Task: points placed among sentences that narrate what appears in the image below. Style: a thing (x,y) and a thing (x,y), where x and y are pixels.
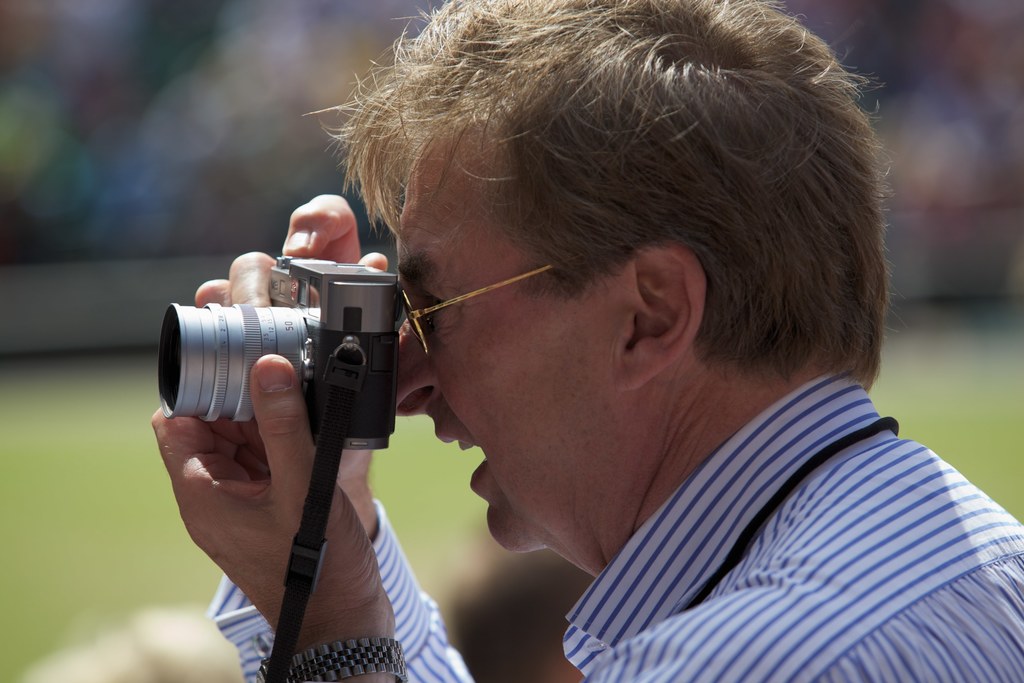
Here we can see a man (697,382) holding a camera (367,311) with his hands (271,543). There is a blur background (75,49).
